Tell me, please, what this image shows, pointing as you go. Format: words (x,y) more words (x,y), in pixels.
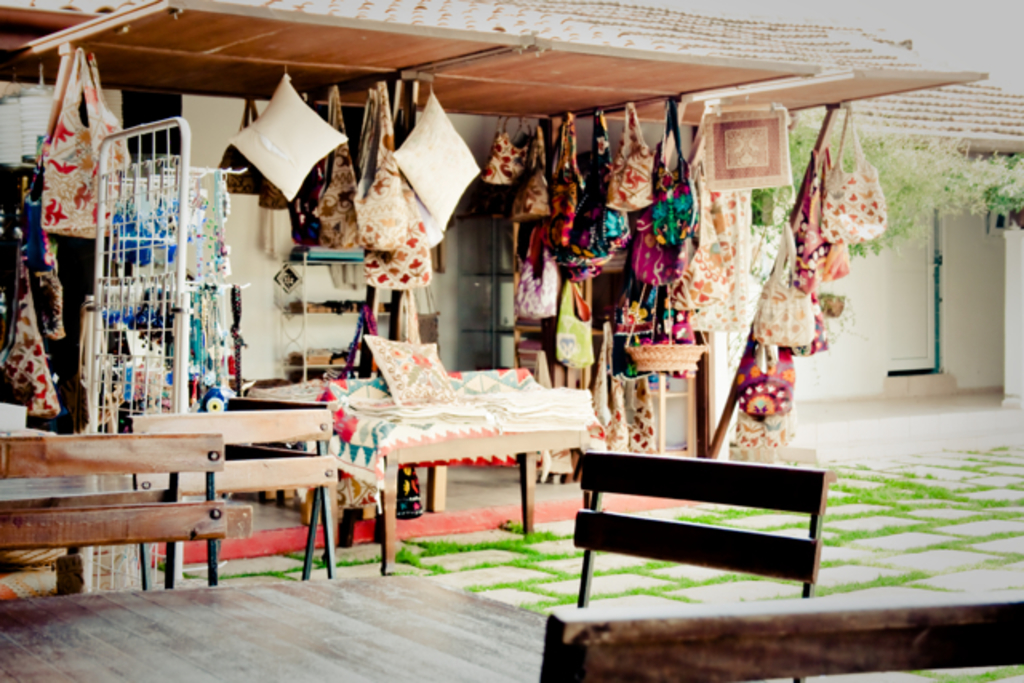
In this picture we can see chairs (657,668), tables (393,629) and some grass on the ground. We can see handbags (703,253), pillows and a few objects (295,372) in the racks (341,311). There are other objects (542,427) visible in the shed shop (503,79). We can see plants (934,195) and a few things (972,232) in the background (963,173).
